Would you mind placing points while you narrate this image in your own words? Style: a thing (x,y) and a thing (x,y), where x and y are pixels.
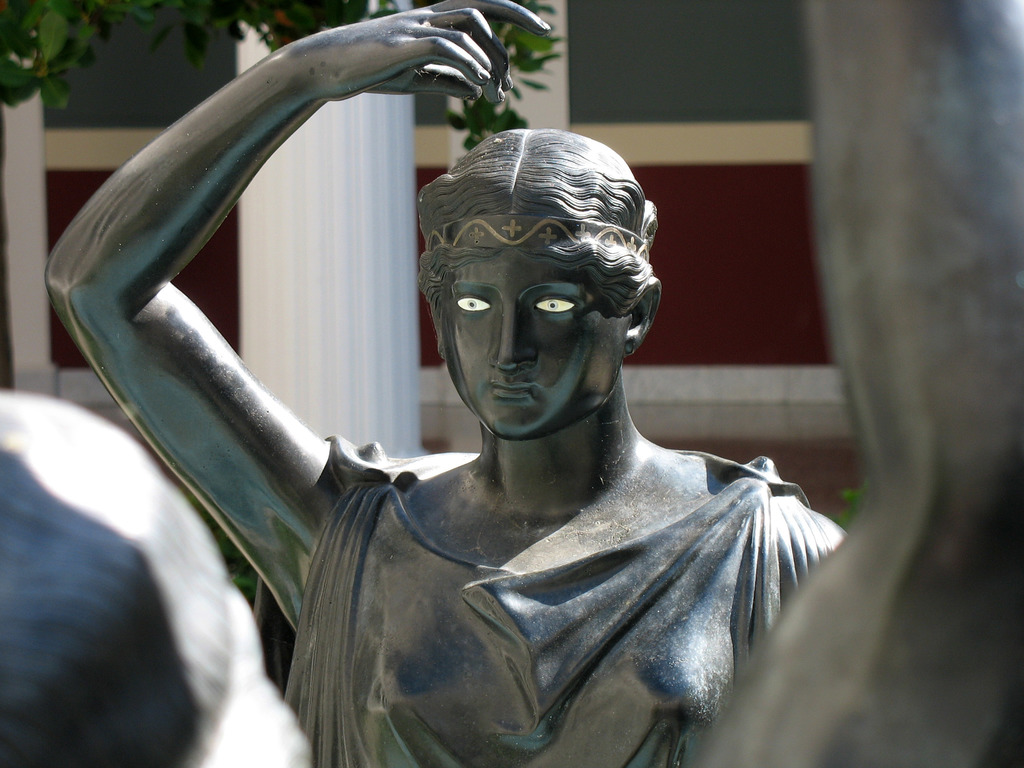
In this picture we can observe a statue (492,514) which is in grey color. There is a white color pillar (301,249). We can observe a tree (50,22) here. In the background (687,122) there is a wall (604,109).
